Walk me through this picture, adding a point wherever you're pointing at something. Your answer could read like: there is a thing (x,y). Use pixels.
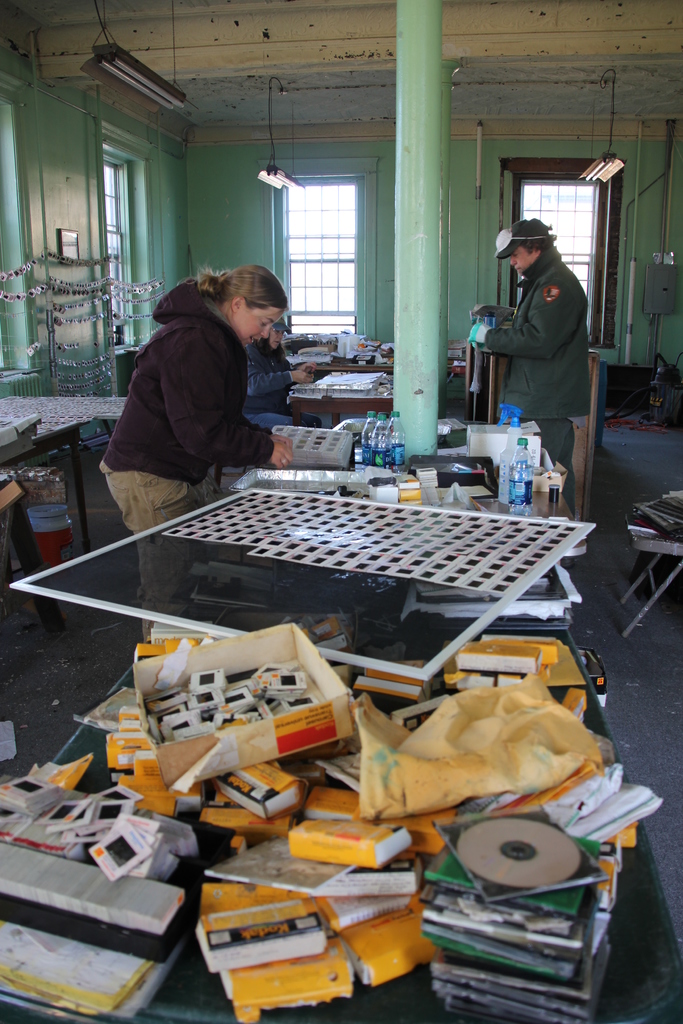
The image is taken inside a room (320,354). There are two people (186,492) standing in the image. At the bottom of the image (295,715) there are some boxes (401,927). On the right side (623,598) there is a chair (625,631) we can also see tables (360,398). There is a bottle (524,486) on the table (502,511). At the top (610,173) there are lights (139,95).
